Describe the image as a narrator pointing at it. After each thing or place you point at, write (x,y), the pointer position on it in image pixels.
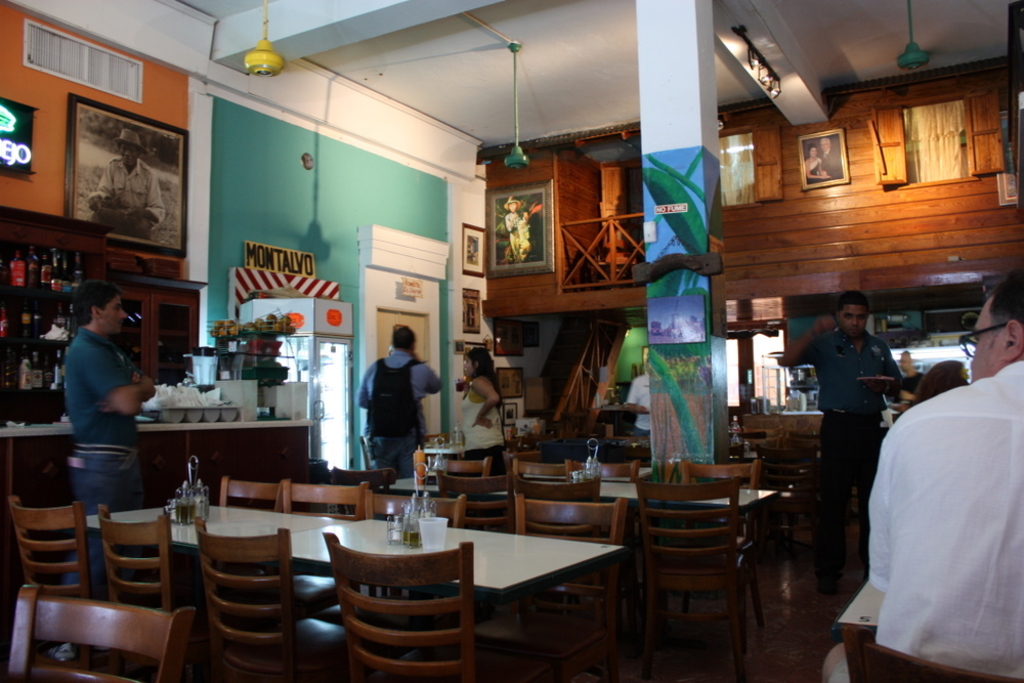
In a room (547,578) there are some tables (540,573). On the table (502,556) there are some items (438,524). And there are some chairs (367,555), pillar (717,352). And to the right side (942,463) there is a man (989,502) with white shirt (950,532) is sitting. And we can see some people (109,441) are standing. On the top (886,209) there is a wooden wall (886,220). And window (958,137) with the white curtain (914,144) and a photo frame (833,147). And to the left corner (65,285) there is a cupboard (47,242) with bottles (48,274).
